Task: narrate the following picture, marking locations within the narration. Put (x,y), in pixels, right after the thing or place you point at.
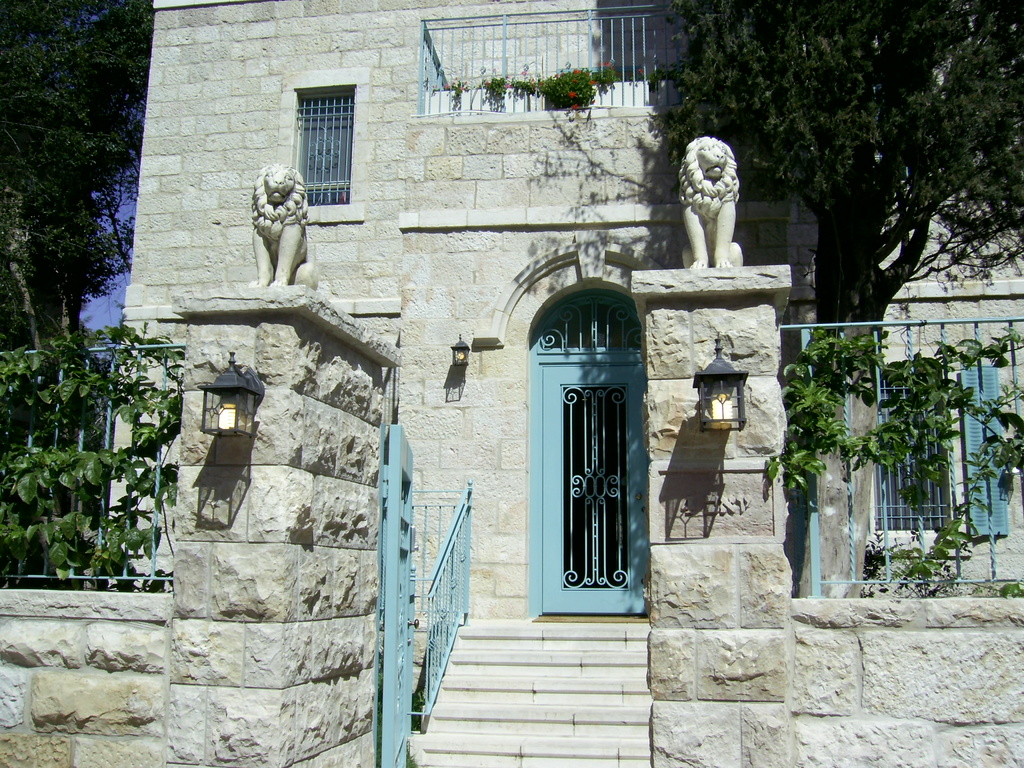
In this picture in the front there is a gate (590,501) which is blue in colour. On the left side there is a railing (451,559) and there is a gate (398,542) and in the front (729,406), there are lights (231,417) hanging on the wall (669,319), there are statues (697,224) of animals (271,207) and there is a building (462,182) in the center (419,290). On the left side (84,155) are trees (41,186) and in front of the trees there is a fence (108,426) and on the fence (110,406) there are plants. On the right side (871,182) there is a tree (881,207) and in front of a tree (851,222) there is a fence (924,517) and on the fence (888,525) there are leaves (928,408).
